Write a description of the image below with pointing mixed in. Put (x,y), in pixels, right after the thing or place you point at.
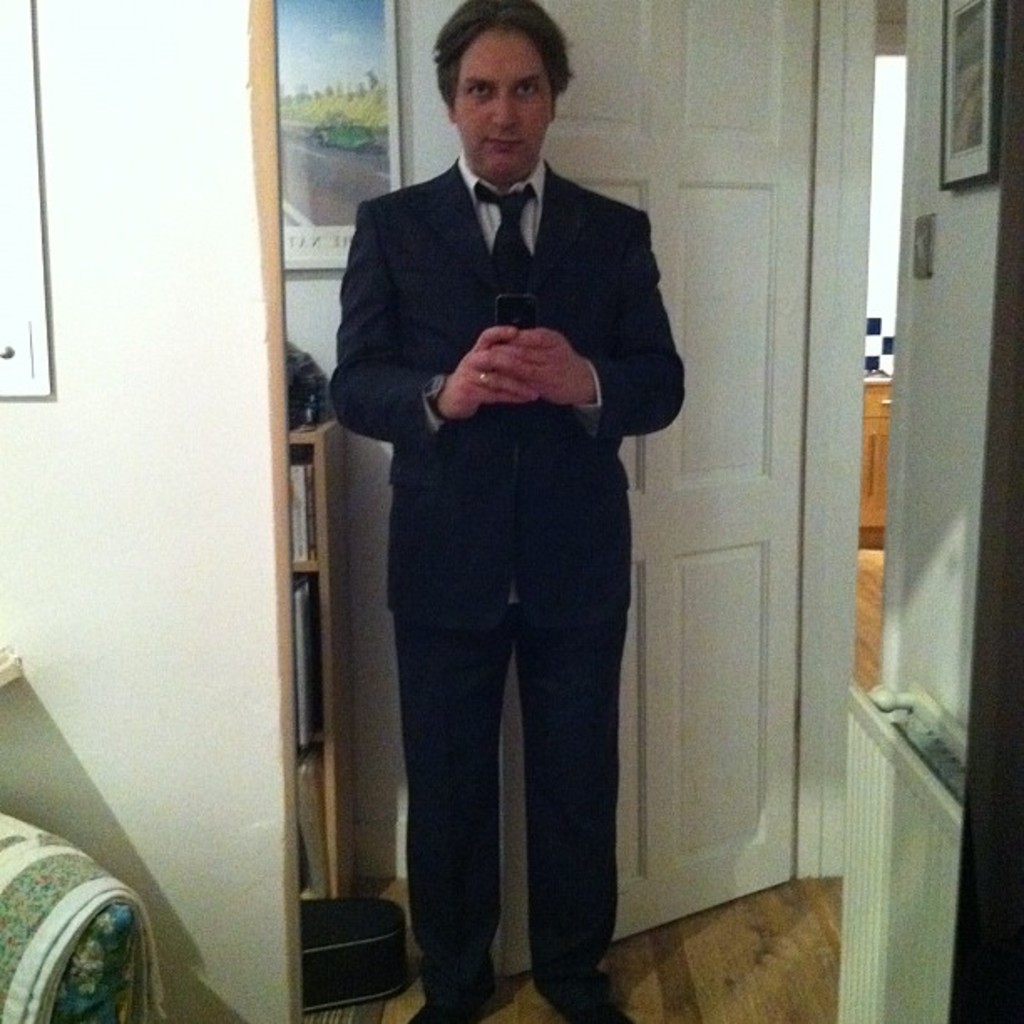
This picture shows a man (584,356) standing and holding a mobile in his hands (515,391) and we see couple of photo frames (298,248) on the wall (934,695) and we see a door (744,93) and a bookshelf (312,558). Man (458,284) wore coat (475,269) and tie (496,195).
